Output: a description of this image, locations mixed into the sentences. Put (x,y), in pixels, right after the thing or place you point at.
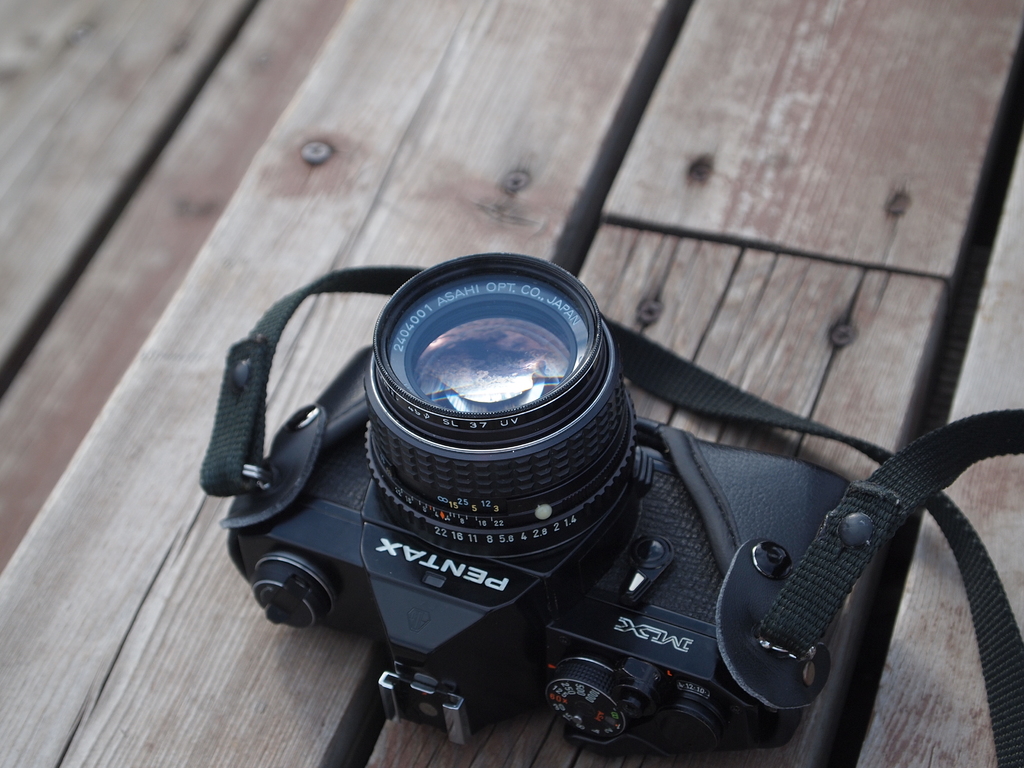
In the image there is a black camera (622,484) on a wooden table (334,142).
